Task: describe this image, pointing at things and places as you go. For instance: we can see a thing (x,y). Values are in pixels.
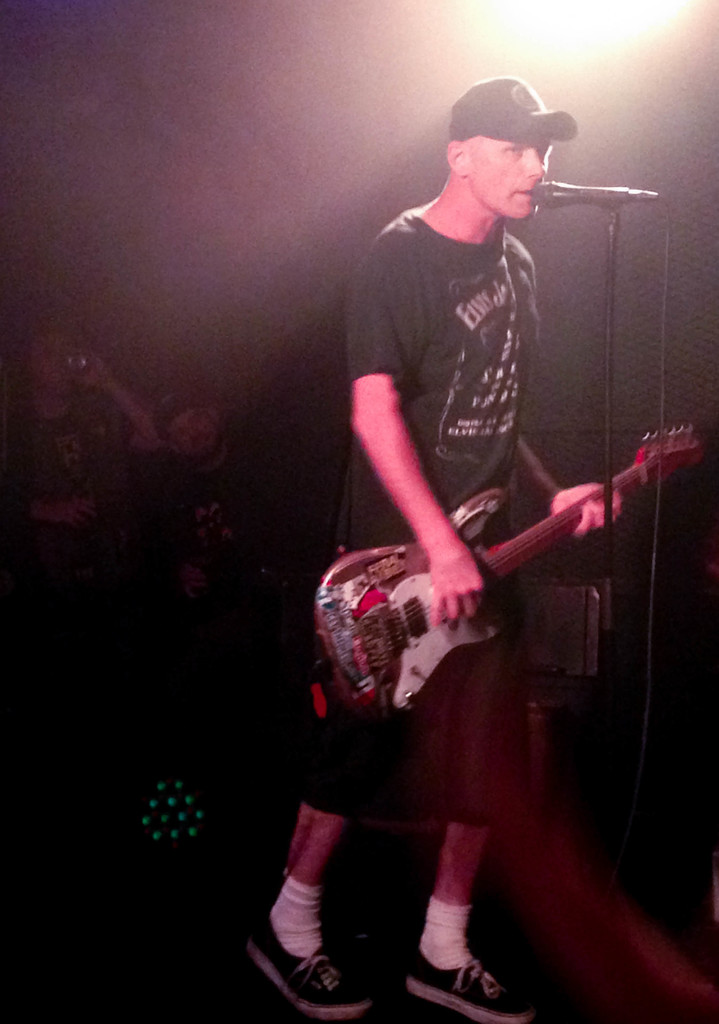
This picture shows a man (471,193) standing on the stage (388,1001), holding a guitar (345,658) in his hands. He is wearing a cap (521,100), singing in front of a mic (565,191) and a stand (610,500). In the background (457,40) there is a light (575,21).
